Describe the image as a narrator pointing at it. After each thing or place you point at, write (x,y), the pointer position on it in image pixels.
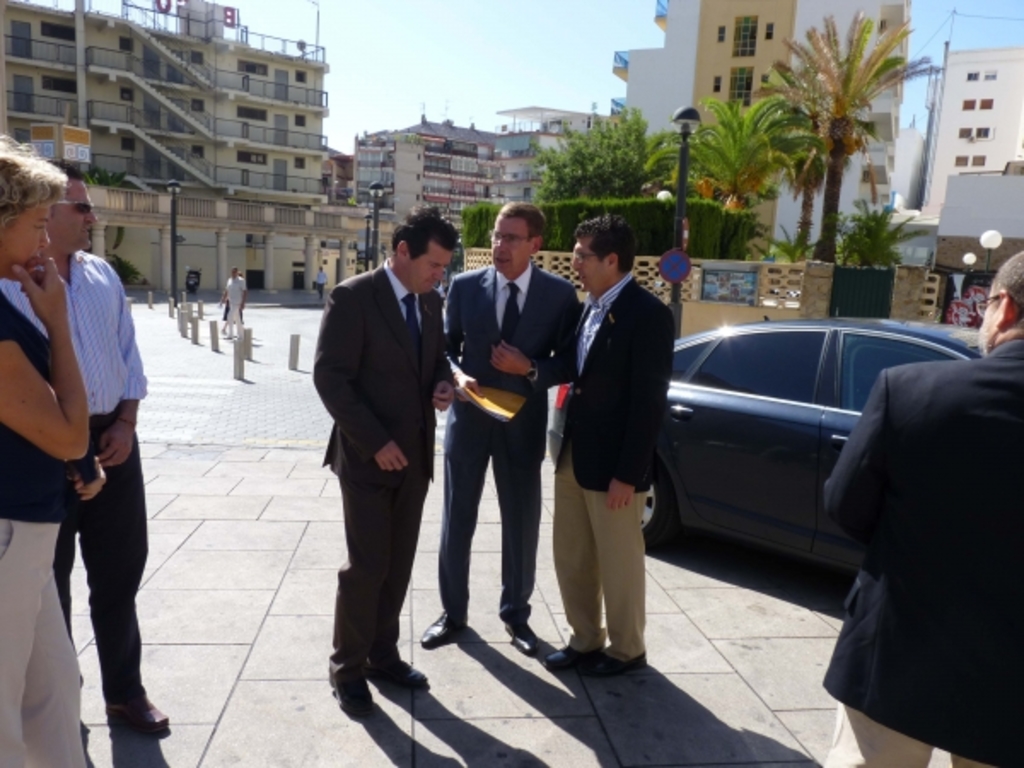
In this image we can see the persons (538,522) standing on the path (461,645). In the background (275,198) we can see the buildings (658,86), trees (774,120). We can also see the light poles (986,247) and also the wall (907,280). There is a vehicle (767,409) parked on the path (750,602). We can see some fencing rods (185,331) on the road (270,342). Sky (374,17) is also visible.
